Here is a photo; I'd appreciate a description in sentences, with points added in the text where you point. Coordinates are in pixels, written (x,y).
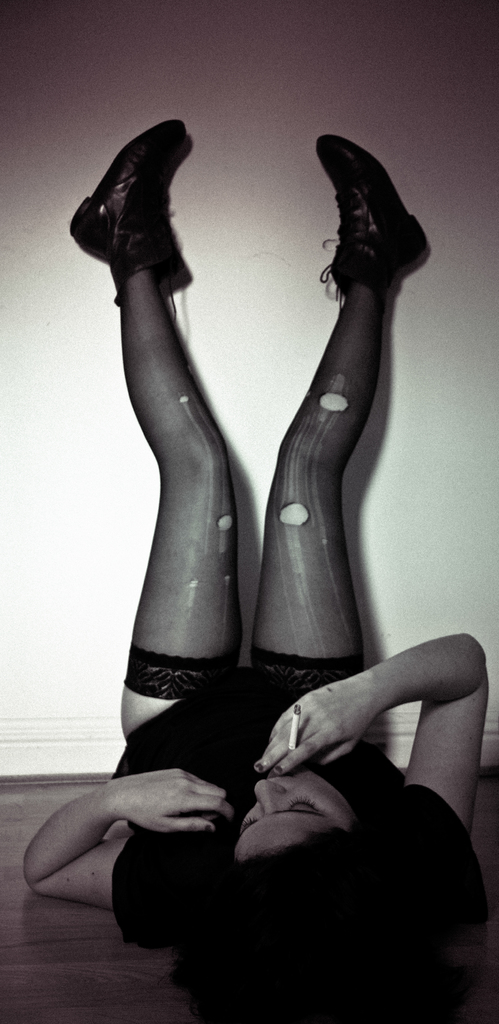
A black and white picture. This woman (222,910) is holding a cigarette (291,744) in her fingers (284,761). Woman (203,708) lying on floor (153,989) with raised legs (263,640).
